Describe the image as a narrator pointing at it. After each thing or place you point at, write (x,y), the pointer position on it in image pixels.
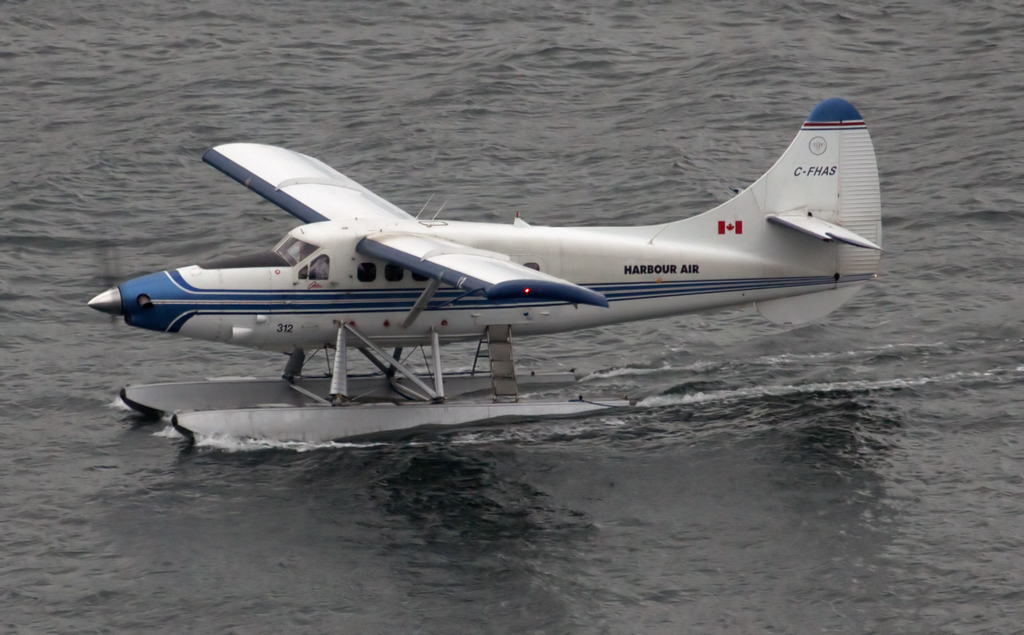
In the picture we can see an aircraft (844,268) on the water surface (880,301).
